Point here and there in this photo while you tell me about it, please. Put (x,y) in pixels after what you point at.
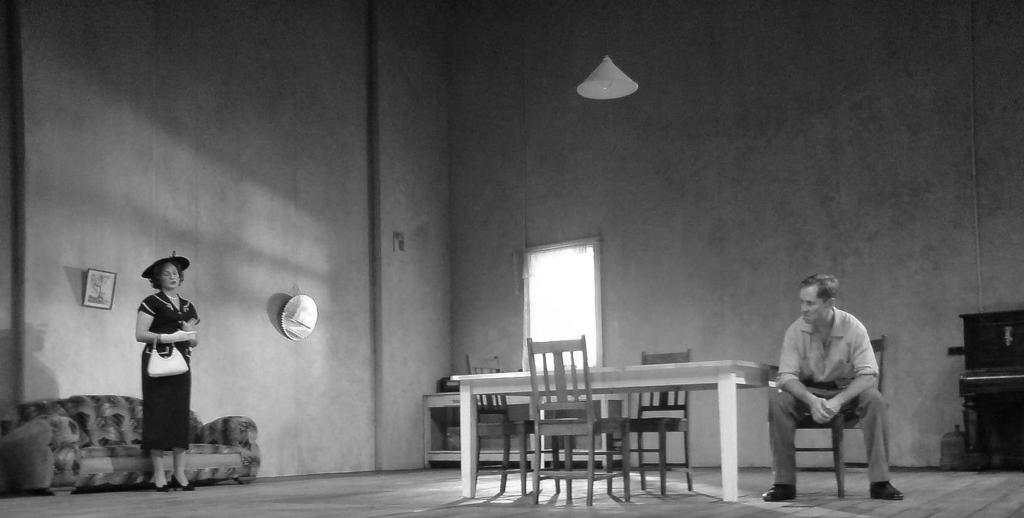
Black and white picture. This man (840,389) is sitting on a chair (828,424), beside this man (814,376) there is a table (711,376) and chairs (579,411). A mirror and picture (98,298) on wall (146,217). This woman (165,339) is standing and holding a handbag (156,355). Backside of this woman (168,423) there is a couch (105,456). This is window (536,291). On top (600,81) there is a light (617,84).
